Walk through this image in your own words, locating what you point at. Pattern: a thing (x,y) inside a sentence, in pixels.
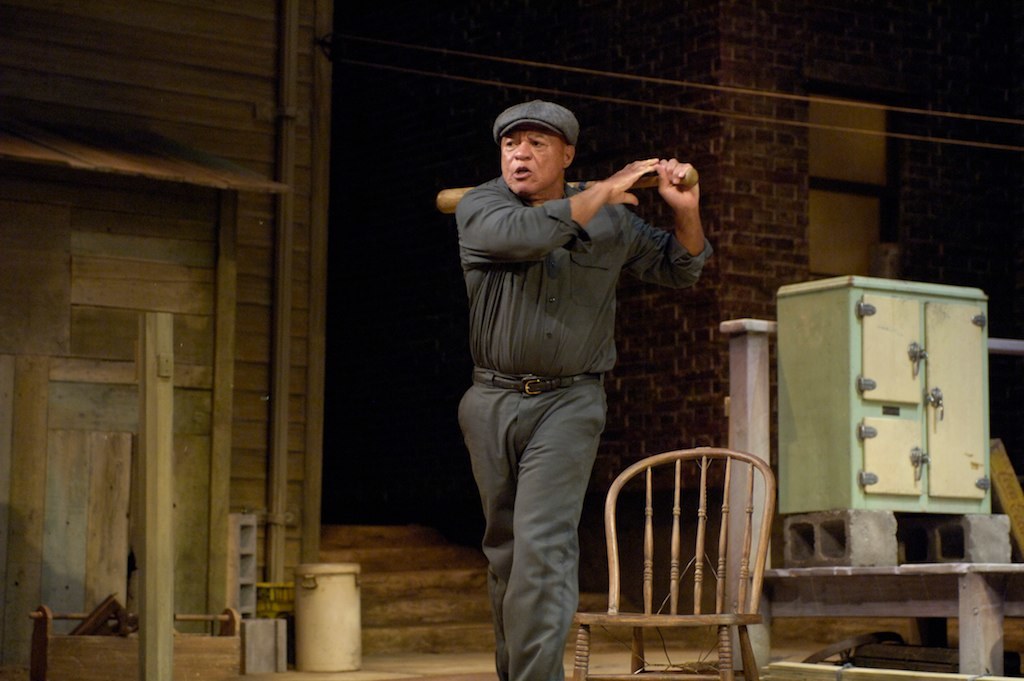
Here is a man (579,371) standing and holding bat (652,186) in his hand (666,182). In the background (288,366) we can see wall (780,112), chair (650,501), window (867,165).
